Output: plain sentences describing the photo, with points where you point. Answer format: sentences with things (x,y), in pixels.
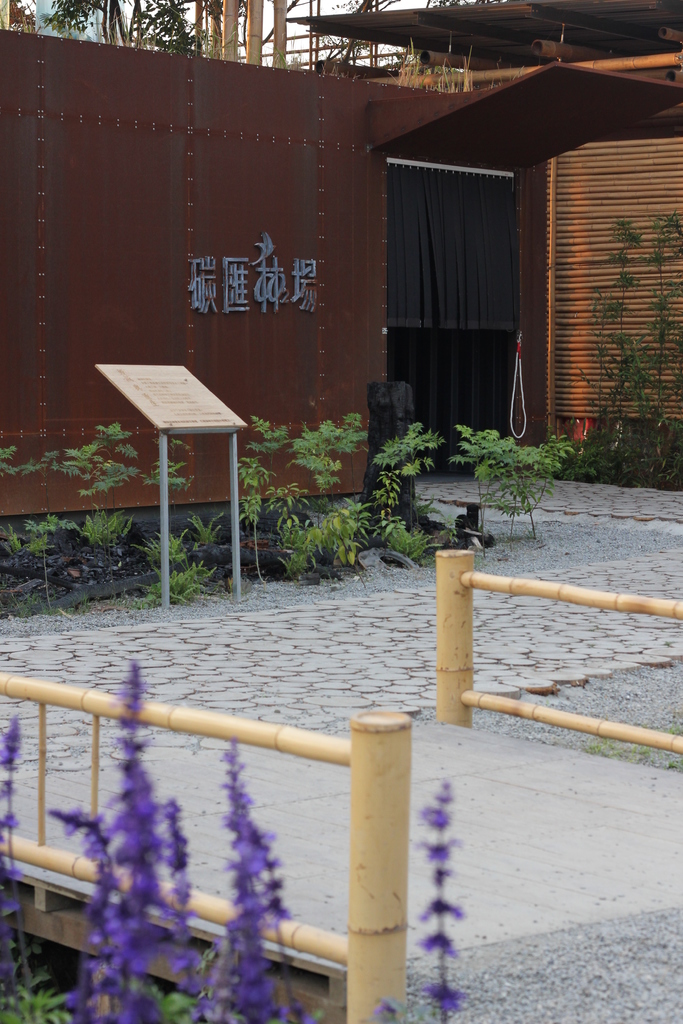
In this image I can see a brown color shade (541,263), few plants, board (187,426). I can see a fencing (393,906) and footpath (79,787).
